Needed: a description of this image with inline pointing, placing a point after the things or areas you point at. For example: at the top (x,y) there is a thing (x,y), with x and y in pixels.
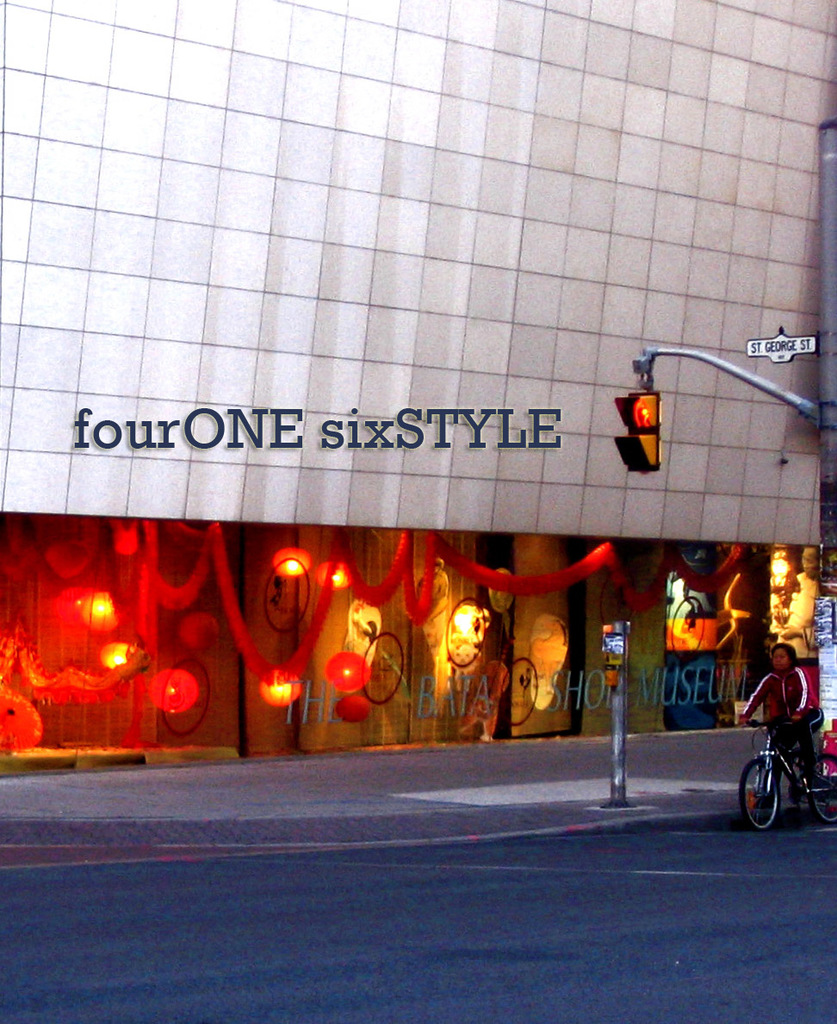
In this picture we can see a person (789,687) is sitting on a bicycle (772,766), on the right side (636,456) there are traffic lights (649,456) and a board (792,340), we can see a building (360,246) in the background (246,45), there is some text (551,420) in the middle (502,437).
